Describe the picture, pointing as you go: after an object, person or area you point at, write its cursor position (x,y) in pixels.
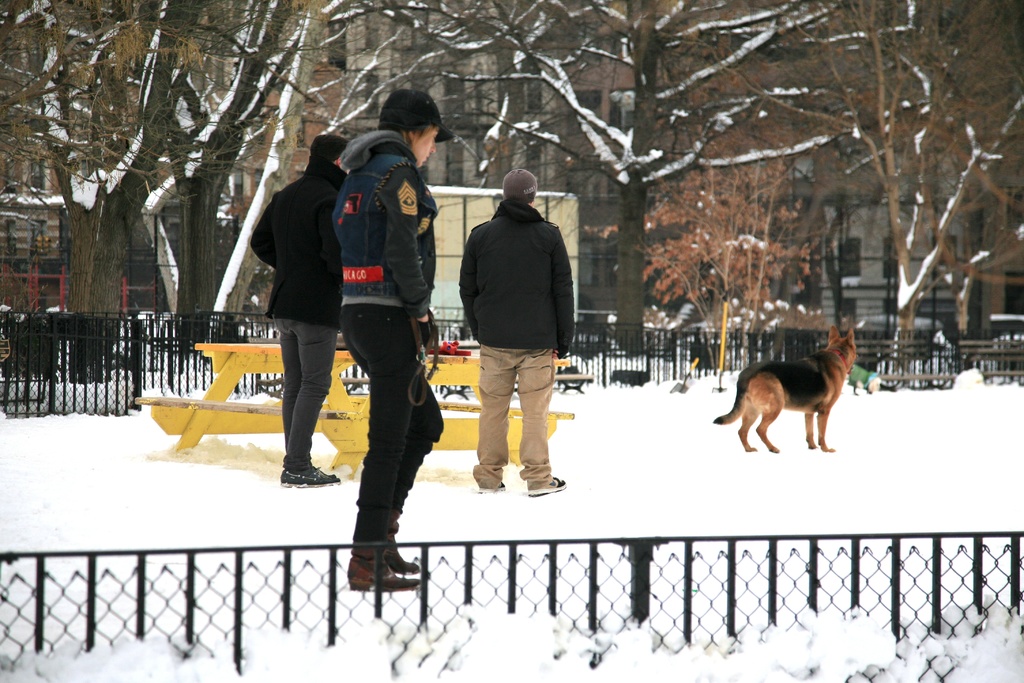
In this image, we can see three persons (373,243) wearing clothes (347,231) and standing on the snow (291,521). There is a bench (477,426) and dog (753,403) in the middle of the image (472,376). There is a fencing (470,582) at the bottom of the image (420,613). In the background of the image (185,174), there are some trees (923,182).
